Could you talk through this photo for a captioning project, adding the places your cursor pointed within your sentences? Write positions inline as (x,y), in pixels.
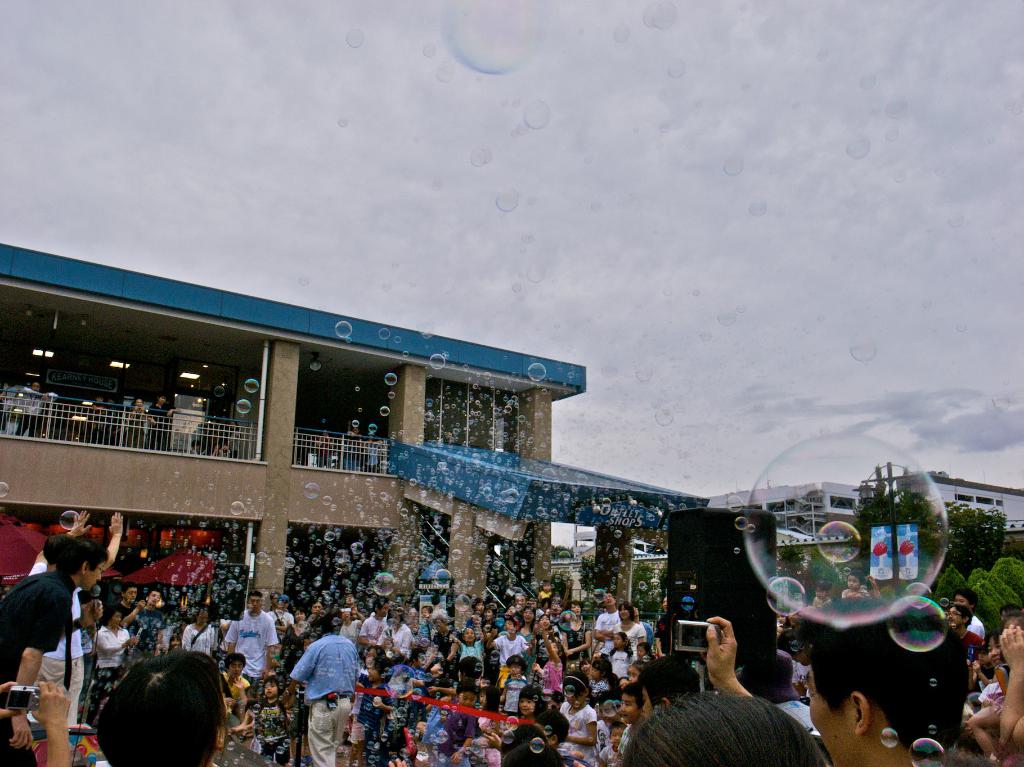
At the bottom of the picture (458,601) there are people (940,715), bubbles (893,584), trees (969,557) and buildings (338,507). In the middle of the picture (397,377) there are bubbles (771,507). Sky (585,175) is cloudy.
